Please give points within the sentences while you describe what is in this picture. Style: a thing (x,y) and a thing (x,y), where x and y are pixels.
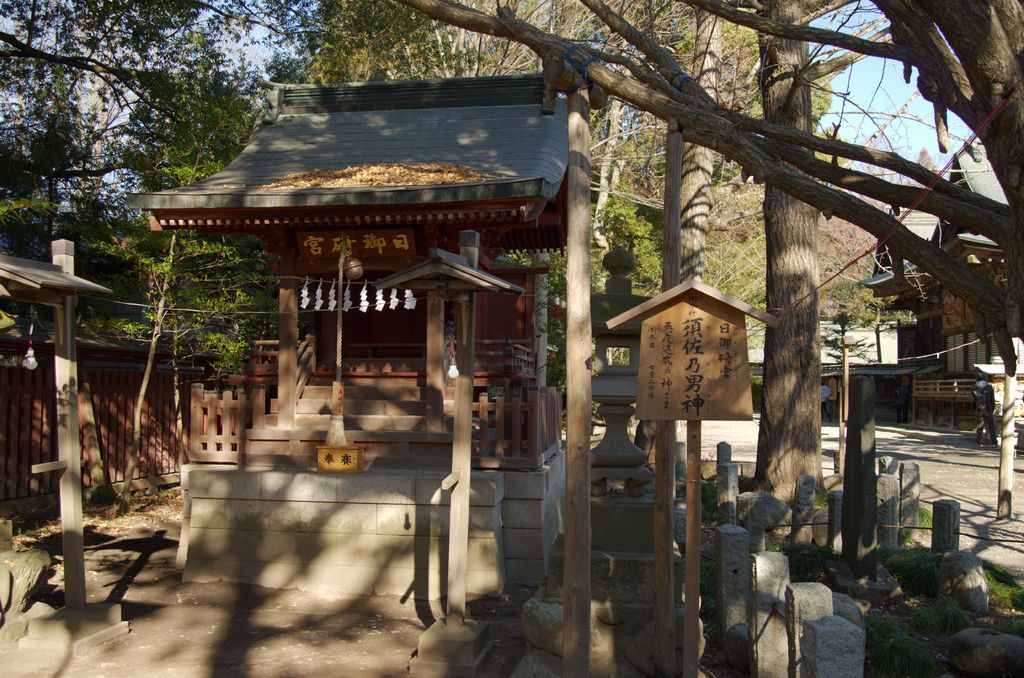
In this picture we can see poles (688,636), wooden sticks (63,473), fence (13,439), houses (958,332), trees (750,201) and in the background (881,121) we can see the sky (866,4).
